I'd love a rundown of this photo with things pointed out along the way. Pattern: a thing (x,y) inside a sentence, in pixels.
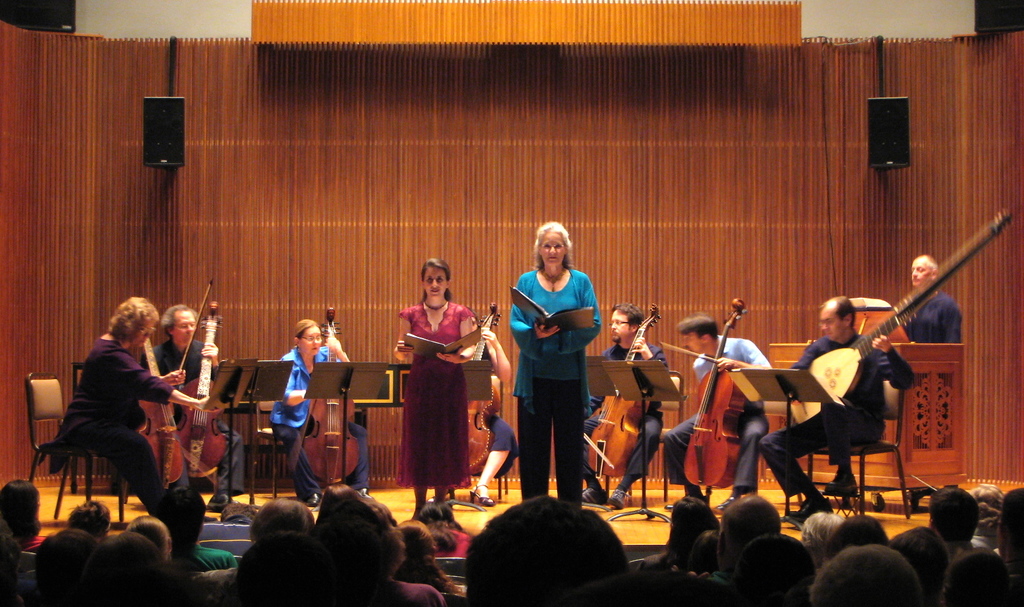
In this picture there are two persons (572,293) standing and holding the books (592,311) and there are group of people (123,378) sitting and holding the musical instruments (216,458) and there are stands (230,453). In the foreground (813,578) there are group of people (275,556) sitting. At the back (958,205) there are speakers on the wall (484,160) and there is a person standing behind the podium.
